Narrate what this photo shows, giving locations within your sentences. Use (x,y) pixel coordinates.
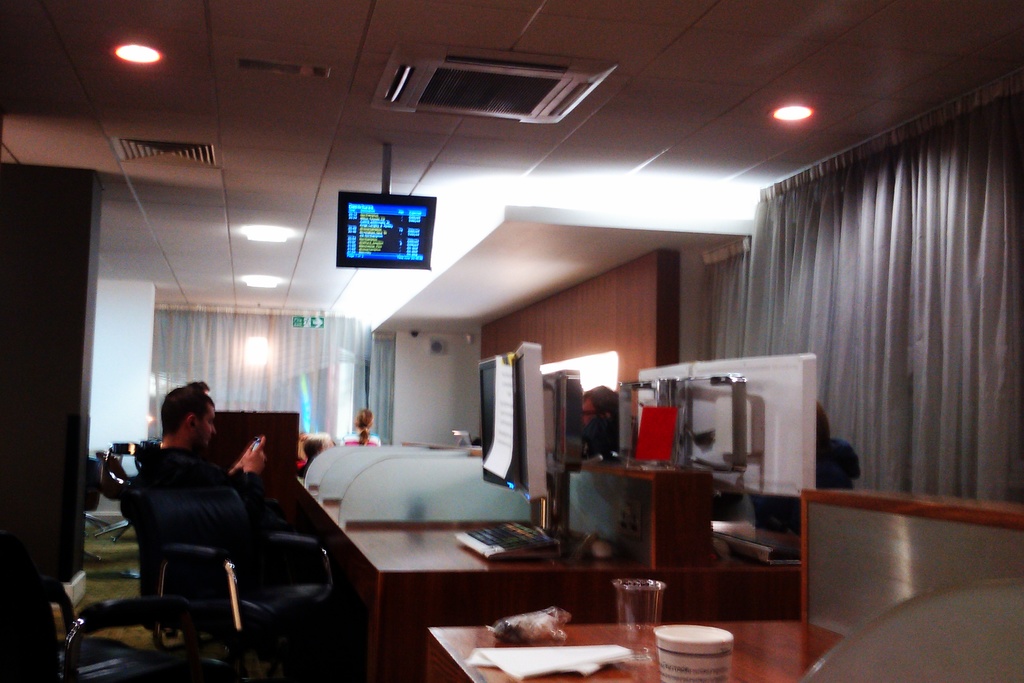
In this image we can see inside view of a building (279,441). We can see a person (279,505) sitting on a chair (191,556). Beside the person (222,483) we can see a group of objects (530,387) on a surface (566,592). At the bottom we can see few objects (551,661) on the table (791,665). On the right side (872,322), we can see a curtain (886,413). At the top (509,61) we can see a roof (460,254), screen (409,206), AC vents (498,104) and lights (255,230). Behind the person (206,389) we can see a curtain (371,382) and wall (454,372). On the left side (70,388) we can see a pillar (28,422).
